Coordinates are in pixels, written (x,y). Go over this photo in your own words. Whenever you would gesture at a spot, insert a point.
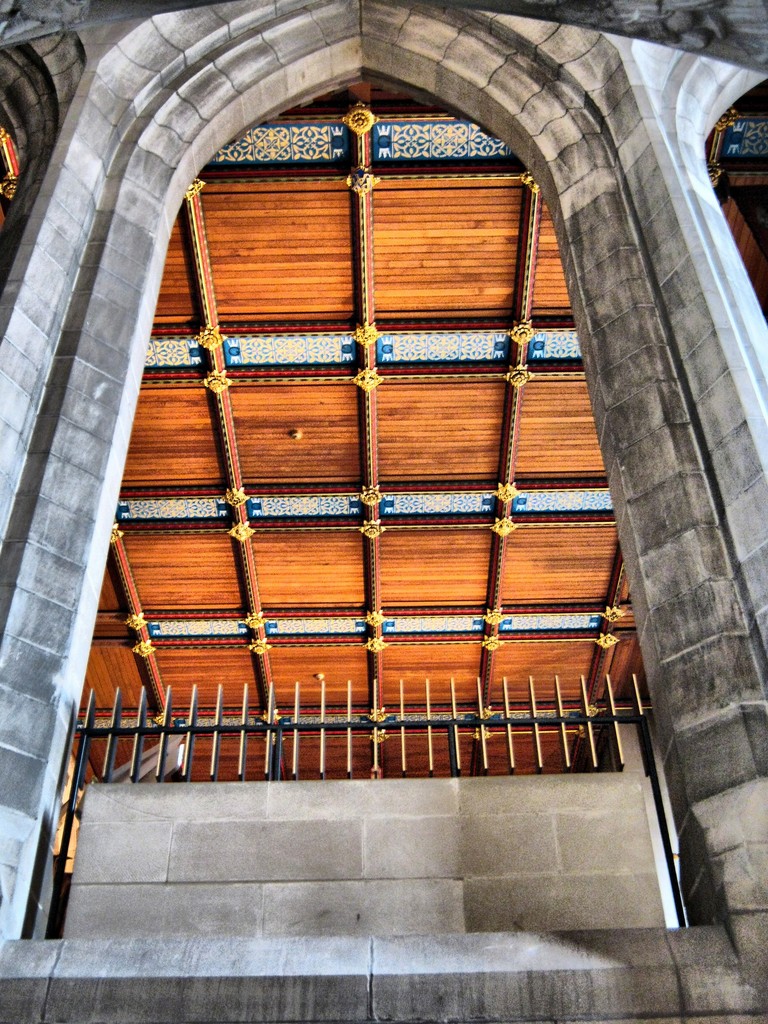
In this image I can see the building (76,383) which is grey and cream in color, the railing (298,744) and the ceiling (325,441) which is brown, blue and cream in color.
